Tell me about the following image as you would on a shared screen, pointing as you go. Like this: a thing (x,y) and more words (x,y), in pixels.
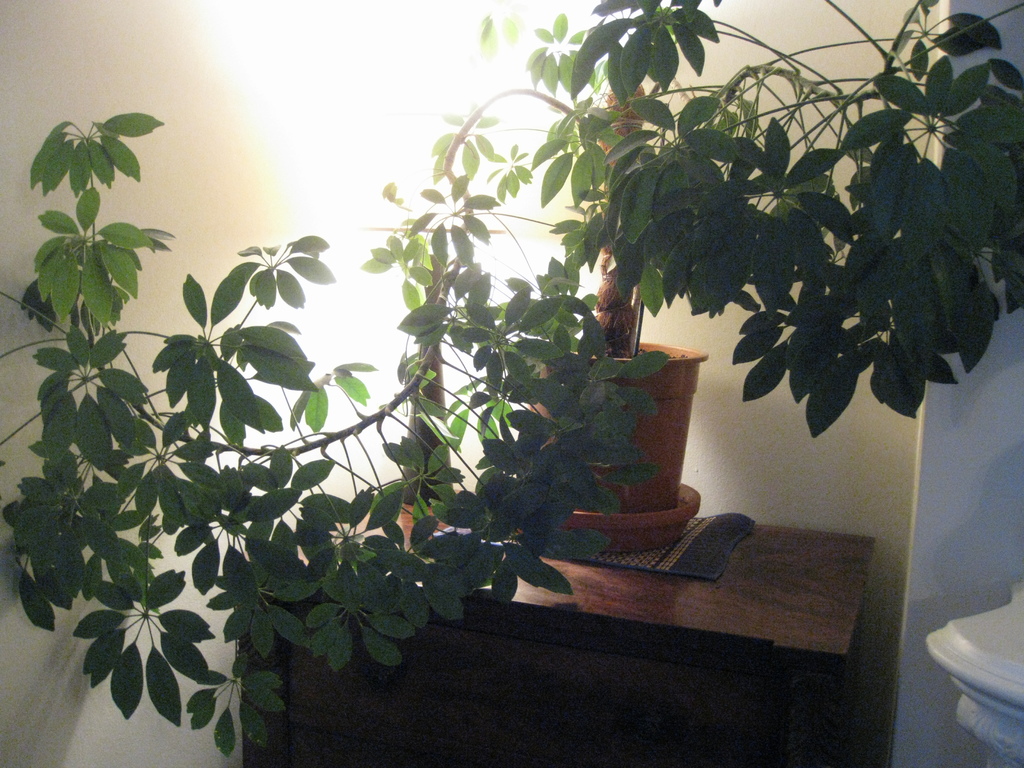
In this image, I can see a plant (591,257) in a flower pot (658,432), which is kept on the table (712,702). At the bottom right side of the image (971,690), I can see an object (953,637). In the background (172,142), there is the wall (429,106).
